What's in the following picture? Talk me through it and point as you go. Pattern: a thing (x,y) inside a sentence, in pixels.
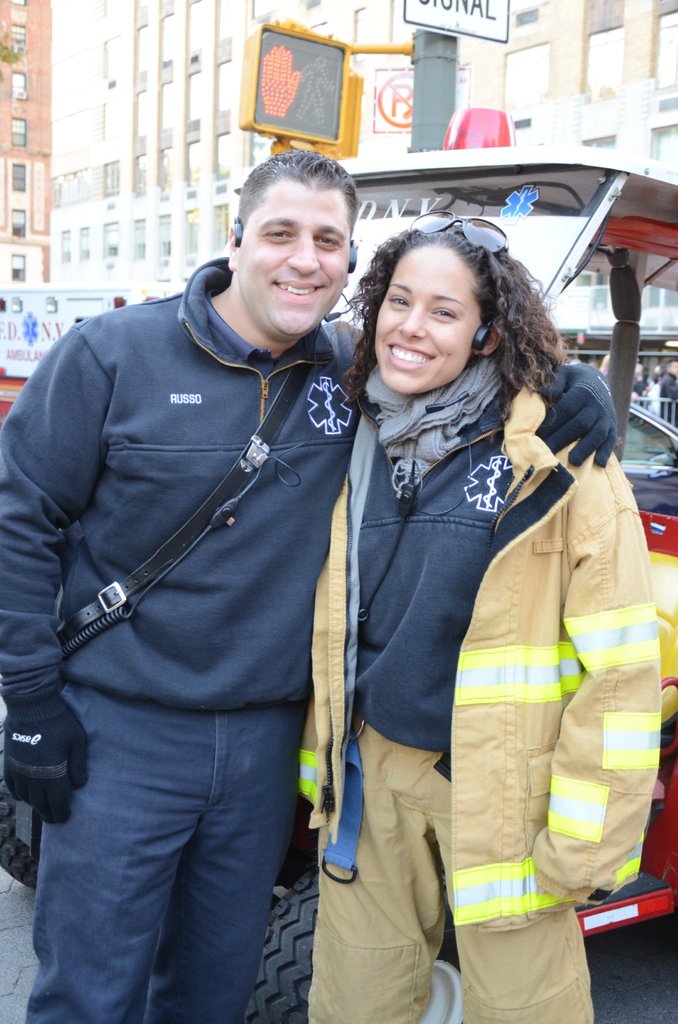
In front of the image there are two people (424,476) having a smile on their faces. Behind them there are vehicles (657,842). There are a few other people (648,381). In the background of the image (40,204) there are buildings (255,150). There are directional boards (443,12).
